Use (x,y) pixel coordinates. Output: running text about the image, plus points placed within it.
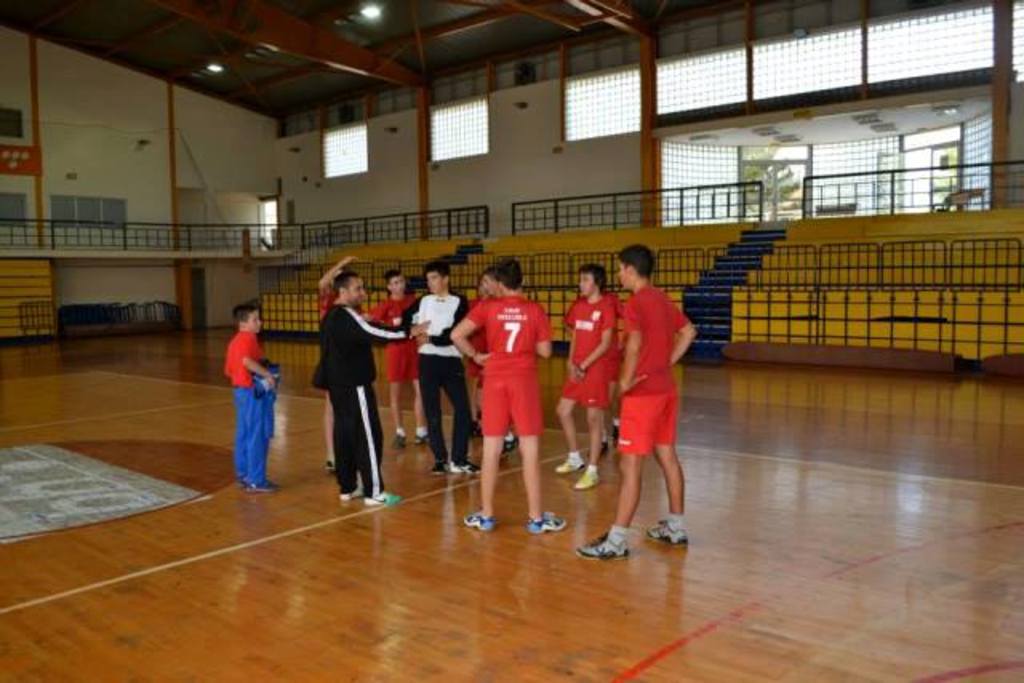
In this picture, we see the men (419,359) are standing and they are talking about something. The boy (249,358) in the red T-shirt (243,370) is standing and he is holding something in his hand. In the background (294,293), we see the railing (799,304), staircase (740,284) and the benches (745,292). Behind that, we see the railing (133,245) and the wall (228,161). On the right side (767,187), we see the glass door (778,163) from which we can see the tree (768,170). This picture might be clicked in the indoor stadium (240,58).
